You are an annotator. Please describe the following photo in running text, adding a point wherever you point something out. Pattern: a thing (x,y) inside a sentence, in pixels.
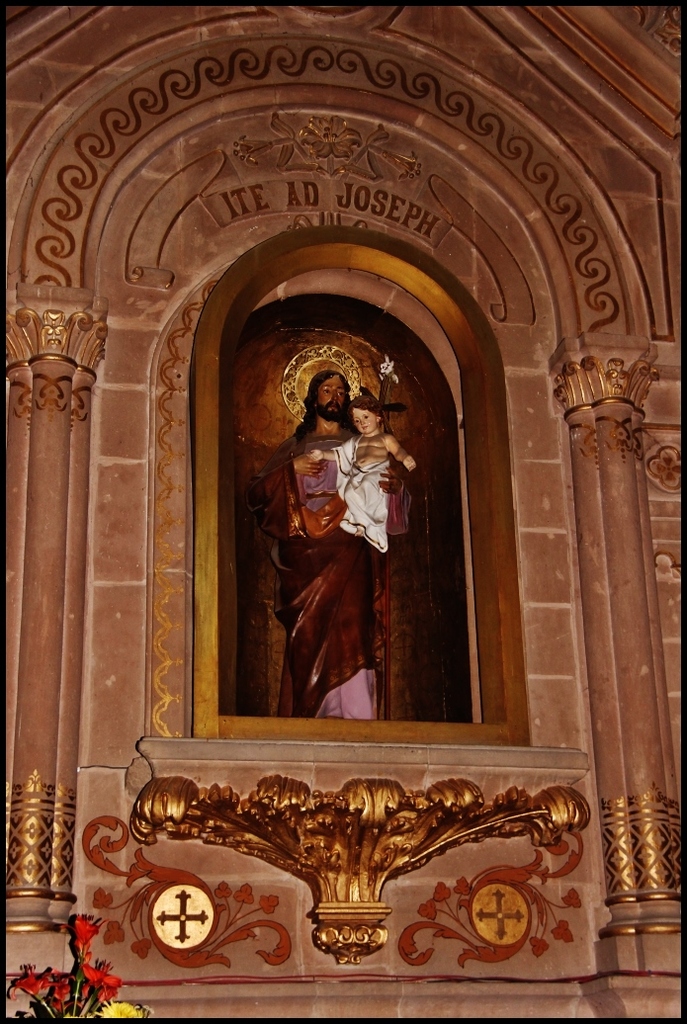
In this image we can see the arch (477,218), sculpture (309,617), we can see some written text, at the bottom (85,1017) we can see the flowers (72,1005).
